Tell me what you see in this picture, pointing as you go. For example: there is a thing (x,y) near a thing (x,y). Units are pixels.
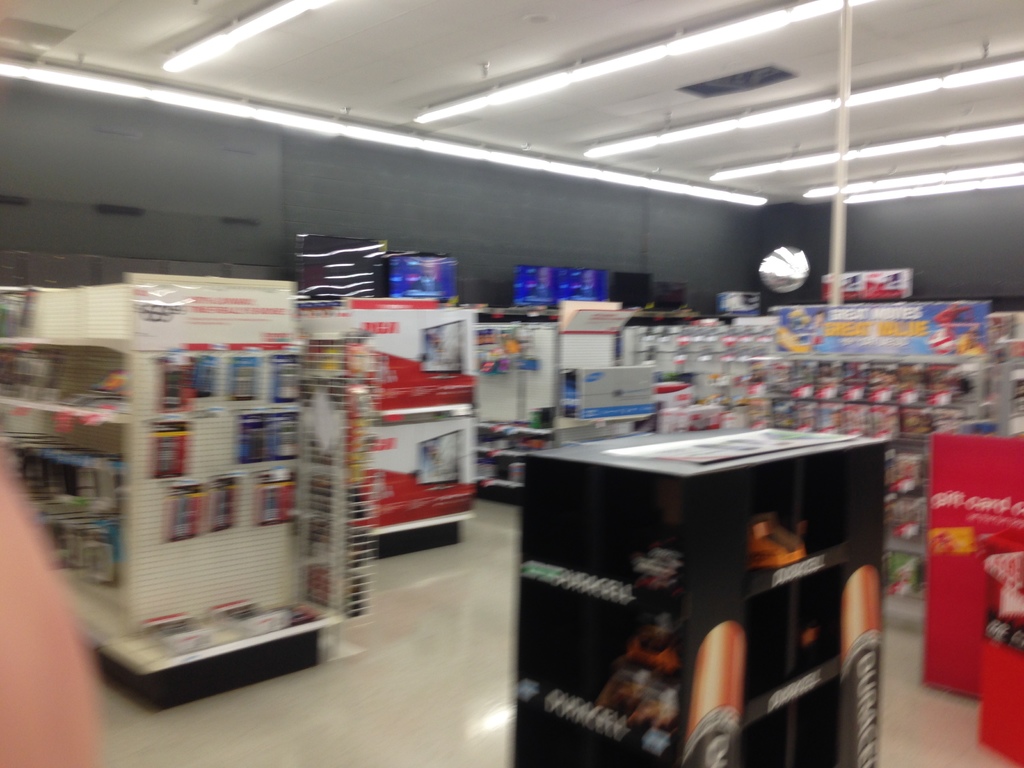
In this image I can see the store (282,620). Inside the store (224,598) there are many racks (326,499) and I can see many objects (422,401) in the rack (489,383). To the right (950,610) I can see the red color board (951,524). And in the top (206,51) there are many lights (486,106) and this is a blur image.
